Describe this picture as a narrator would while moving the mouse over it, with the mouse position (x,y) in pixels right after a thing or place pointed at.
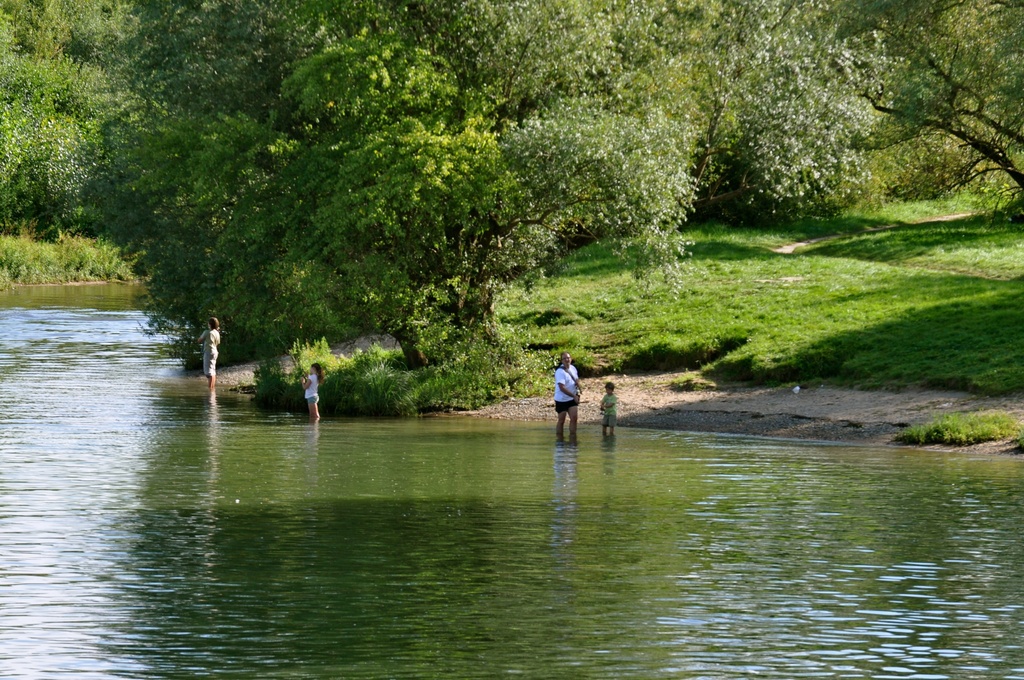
In this picture I can see few people (206,369) are standing in the water (283,483) and I can see trees (319,178) and grass (637,323) on the ground (637,323).
